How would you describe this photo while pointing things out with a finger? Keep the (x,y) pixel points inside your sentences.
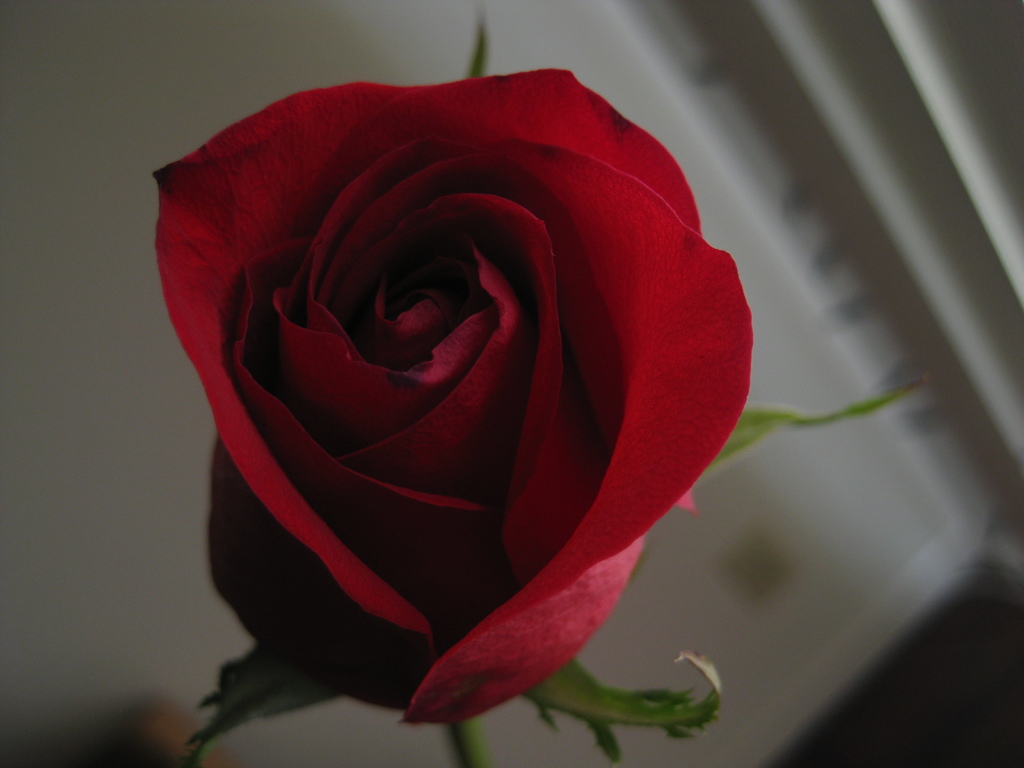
We can see red flower (293,318). In the background (194,84) it is blur.
